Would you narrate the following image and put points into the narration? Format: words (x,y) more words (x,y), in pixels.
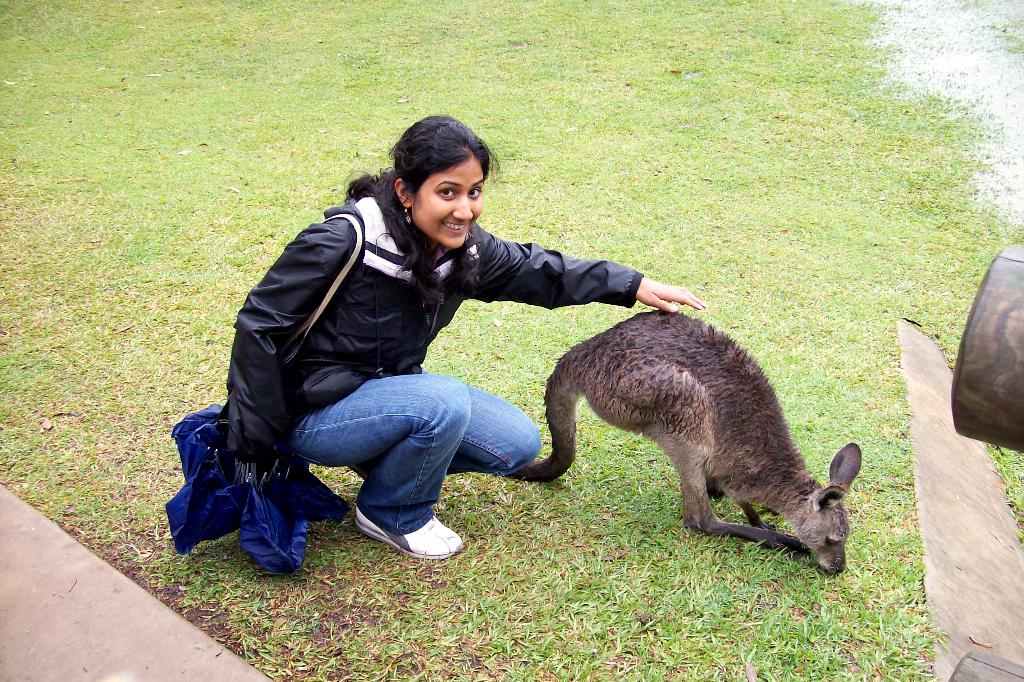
In this picture we can see a woman (314,373) and an animal (552,447) on the ground (575,529), here we can see an object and in the background (232,240) we can see the grass (642,586).
